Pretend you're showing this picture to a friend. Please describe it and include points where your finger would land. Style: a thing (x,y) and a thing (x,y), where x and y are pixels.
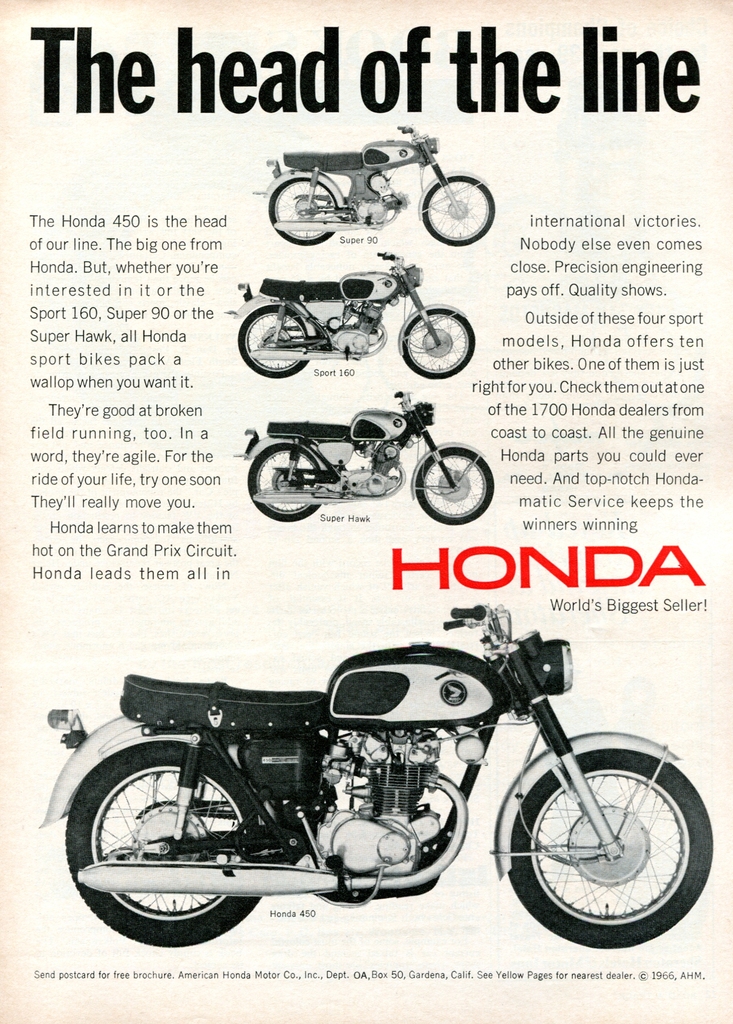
In this image we can see bikes (351,683). On the left (146,426) and right side (516,407) there is a text (483,386).
